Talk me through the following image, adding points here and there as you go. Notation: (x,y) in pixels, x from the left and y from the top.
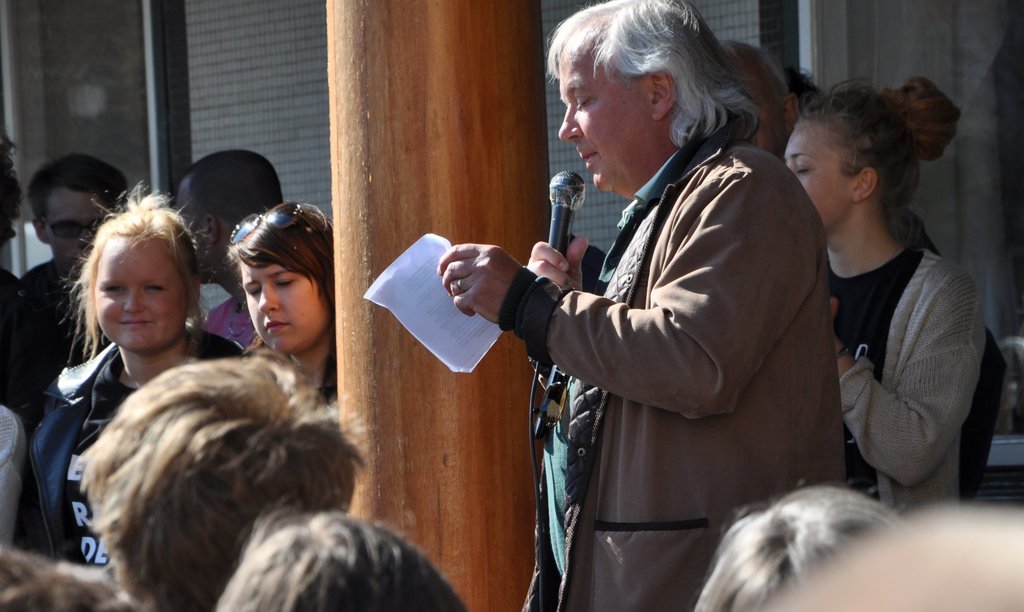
In this image there are a few people (41,300) standing, in between them there is a person (557,351) standing and holding a mic (565,182) in one hand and papers (438,292) in the other hand (453,289), beside him there is a pillar (357,488) and in the background (54,69) there is a building (54,69).
